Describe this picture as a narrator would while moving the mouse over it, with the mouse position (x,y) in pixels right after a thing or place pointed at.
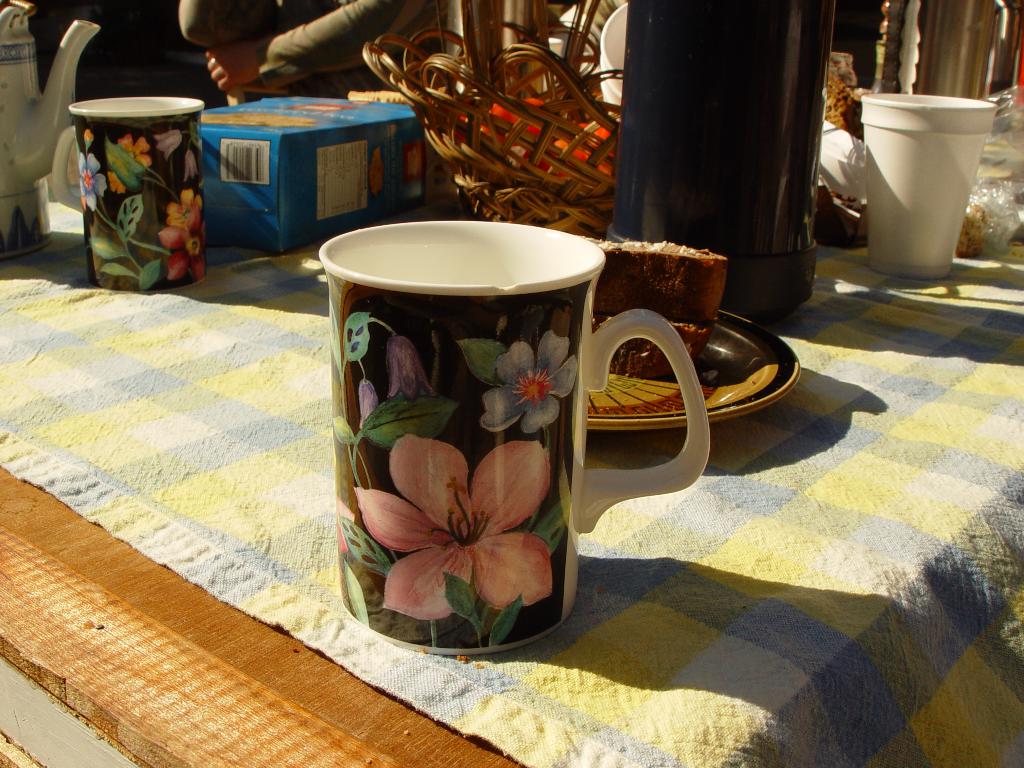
There are some cups (906,170), a bottle (630,98) and a kettle (17,126) on a table (302,316).
